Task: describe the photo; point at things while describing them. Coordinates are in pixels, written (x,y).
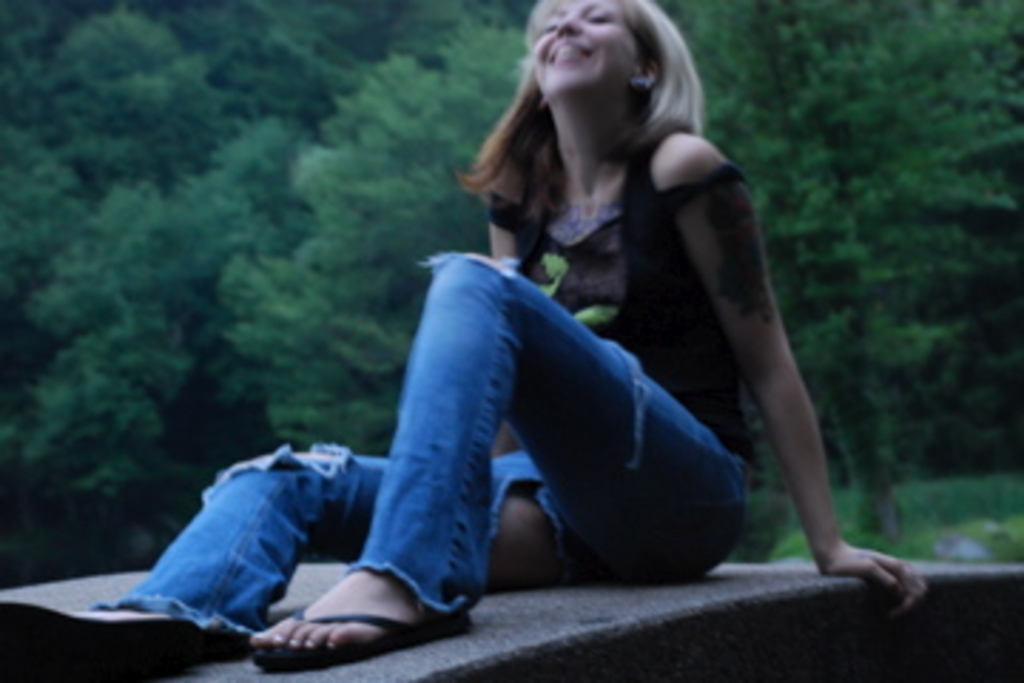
In the picture we can see a woman (717,543) sitting on the wall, she is with a black color top (723,403) and she is looking up and smiling and behind her we can see plants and many trees (118,172).
